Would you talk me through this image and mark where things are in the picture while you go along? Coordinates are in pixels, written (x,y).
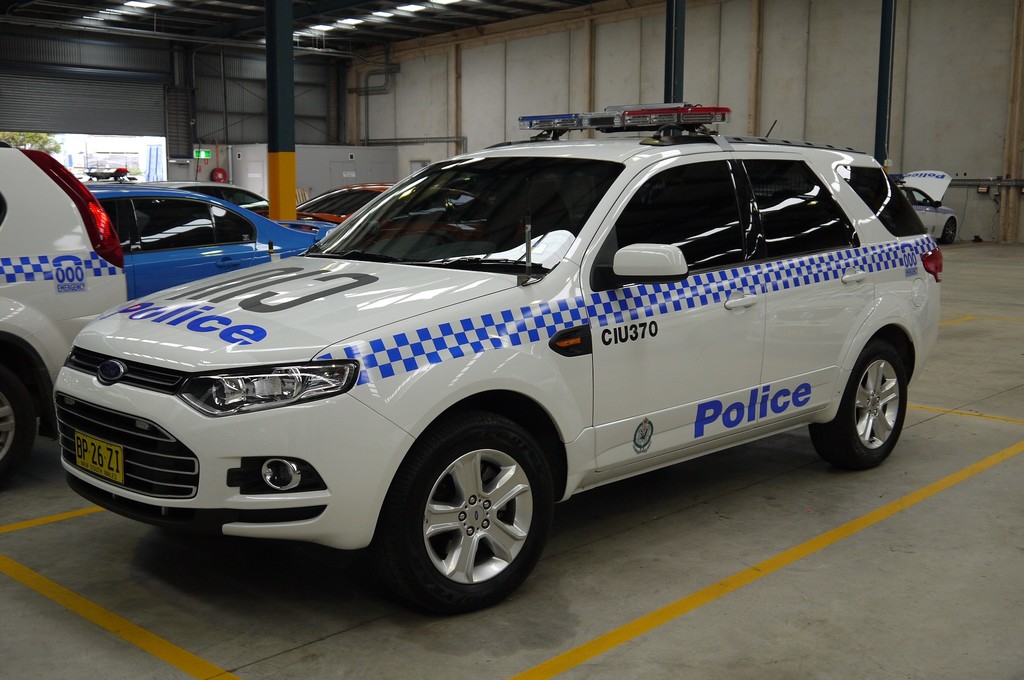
Here we can see vehicles (758,240). To these vehicles (469,231) there are glass windows (734,245) and wheels (851,426). Lights (133,2) are attached to the shed (175,10). Far we can see a tree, pillars (275,90), board (200,150) and wall (456,92).
